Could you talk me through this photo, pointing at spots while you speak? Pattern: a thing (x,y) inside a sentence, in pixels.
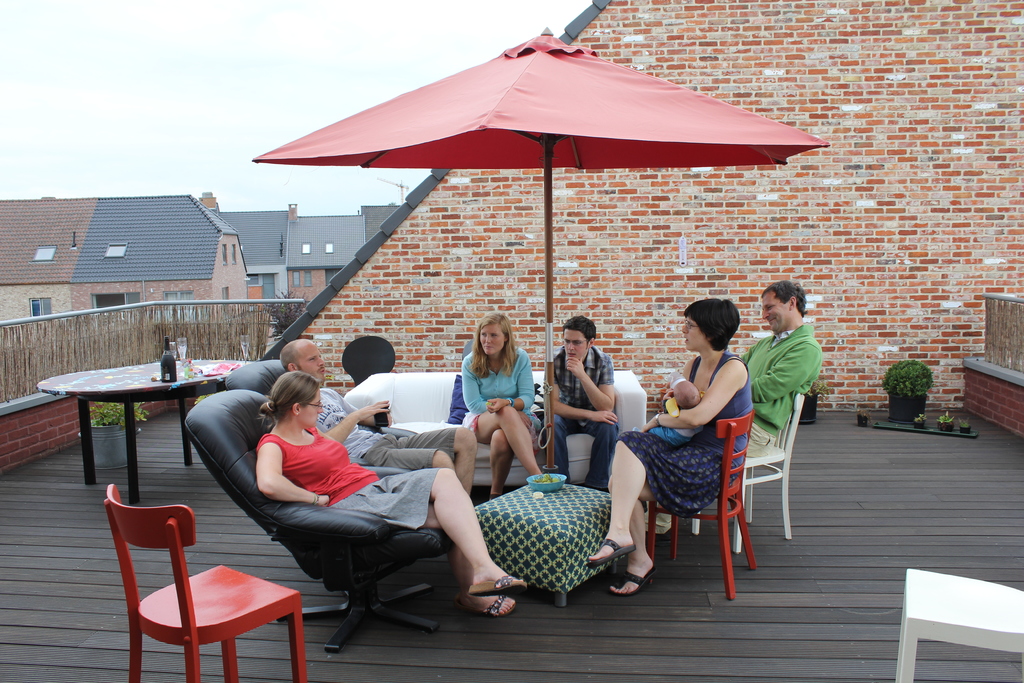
Completely an outdoor picture. This is an red umbrella (576,153). This persons (504,390) are sitting on a couch (574,475) and chairs (757,453). On this table (563,533) there is a bowl (562,479). On this table (156,385) there is a bottle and glass (175,356). This is a red chair (175,547). Far there are buildings (154,234) with rooftop (166,233) and windows (96,306). These are plants (900,377).
